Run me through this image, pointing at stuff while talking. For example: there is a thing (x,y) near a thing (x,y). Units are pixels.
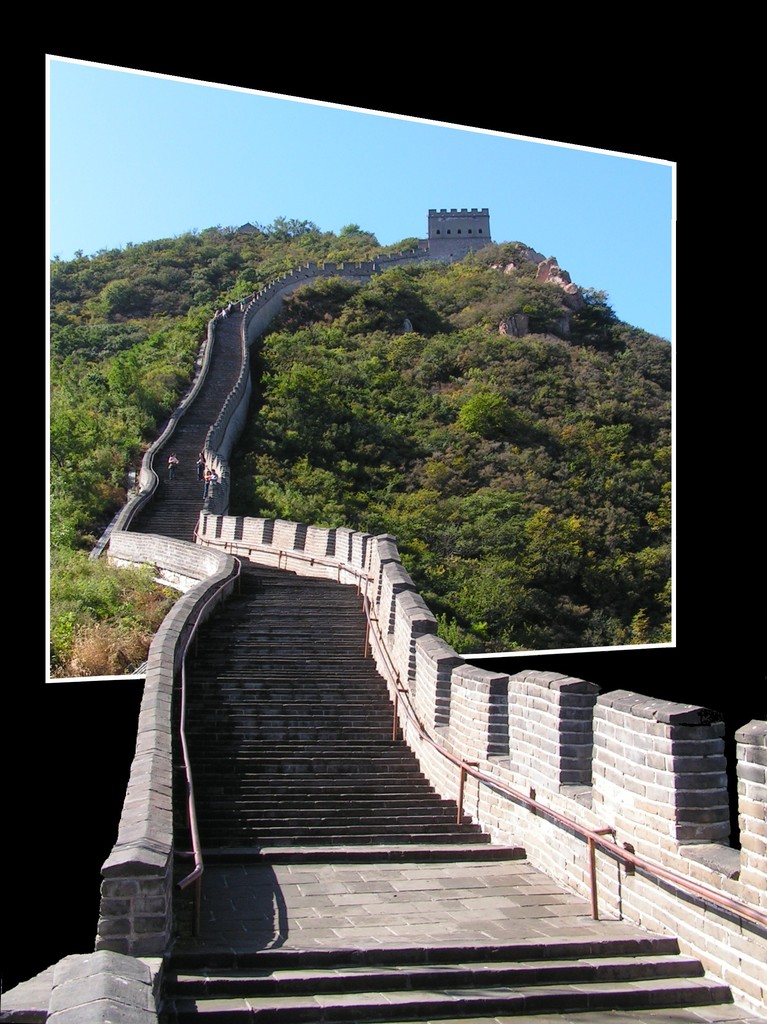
In this picture we can observe steps (238,600) and some trees (358,414). There is a hill (347,300). In the background (168,168) we can observe a sky (295,161).
